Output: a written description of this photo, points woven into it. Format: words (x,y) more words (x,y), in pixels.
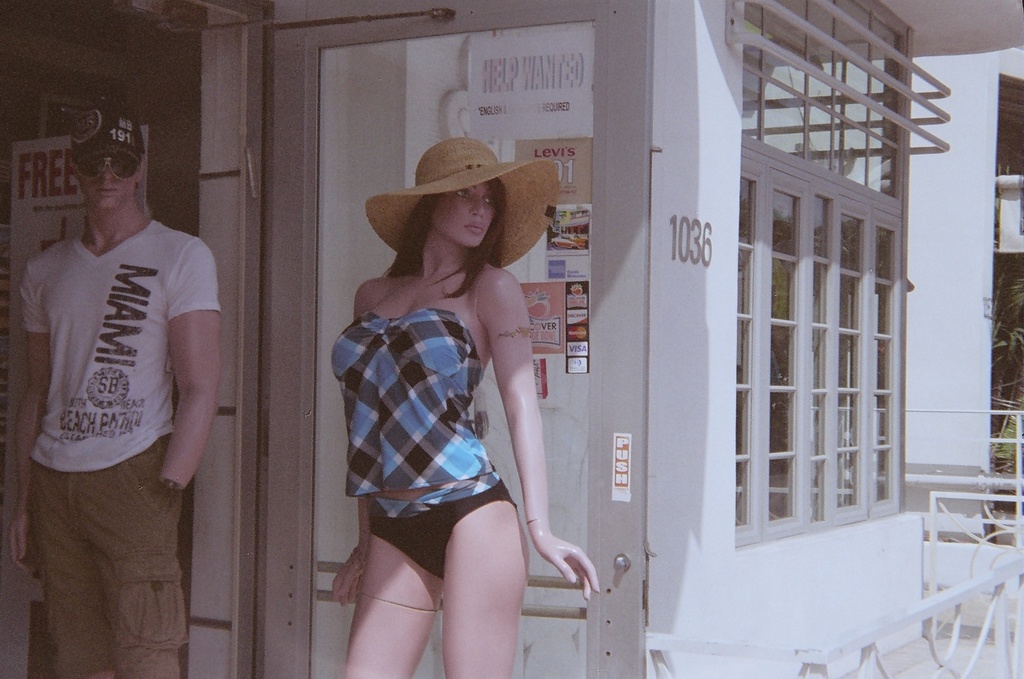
In this image we can see two mannequins (367,546) and in the background (805,560), we can see a building (231,139) and there is a door (561,644) with some posters (557,267) and there is some text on the posters (519,154).
